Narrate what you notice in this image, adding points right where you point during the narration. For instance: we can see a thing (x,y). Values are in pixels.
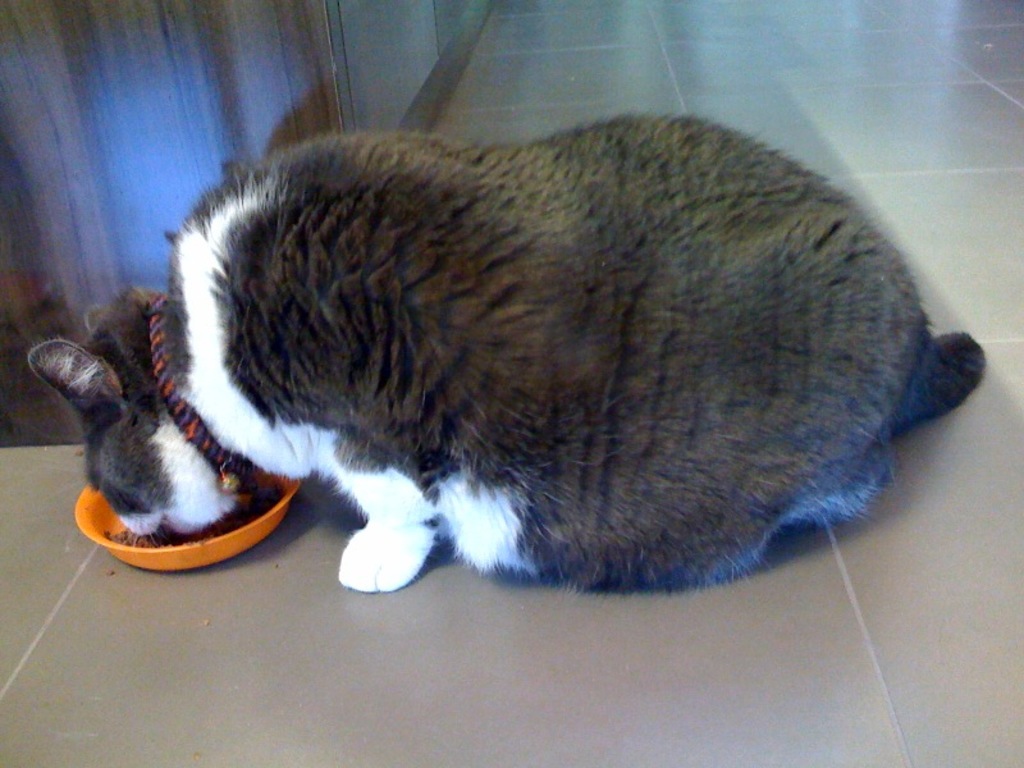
In this picture there is a cat (446,295) eating the food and there is a food (159,534) in the bowl (87,511). At the back (190,70) there is a cupboard (286,85). At the bottom (459,646) there are marble tiles (707,641).
